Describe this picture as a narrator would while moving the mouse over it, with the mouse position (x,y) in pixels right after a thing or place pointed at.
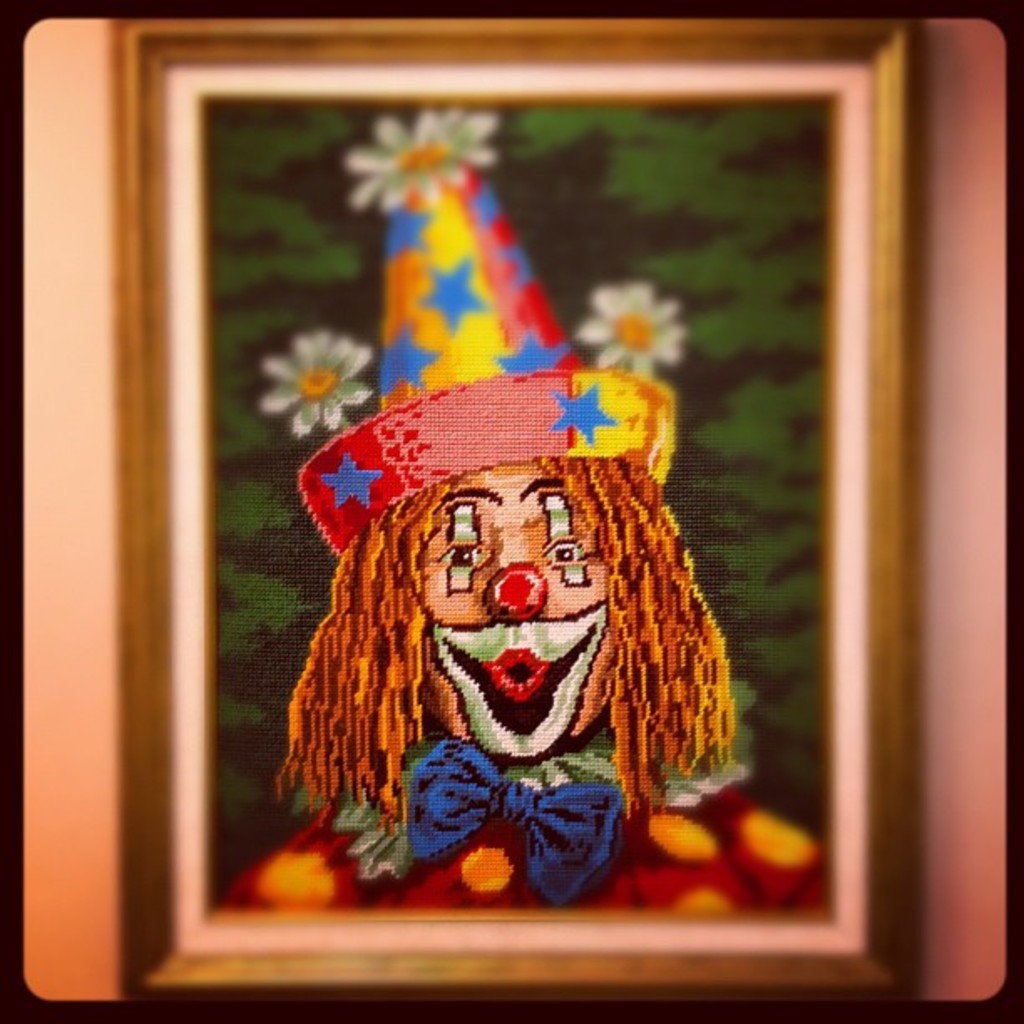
In this picture we can see a photo frame (825,924), there is a picture (593,470) of a person (465,479) and flowers (602,323) in the frame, there is a plain background.
